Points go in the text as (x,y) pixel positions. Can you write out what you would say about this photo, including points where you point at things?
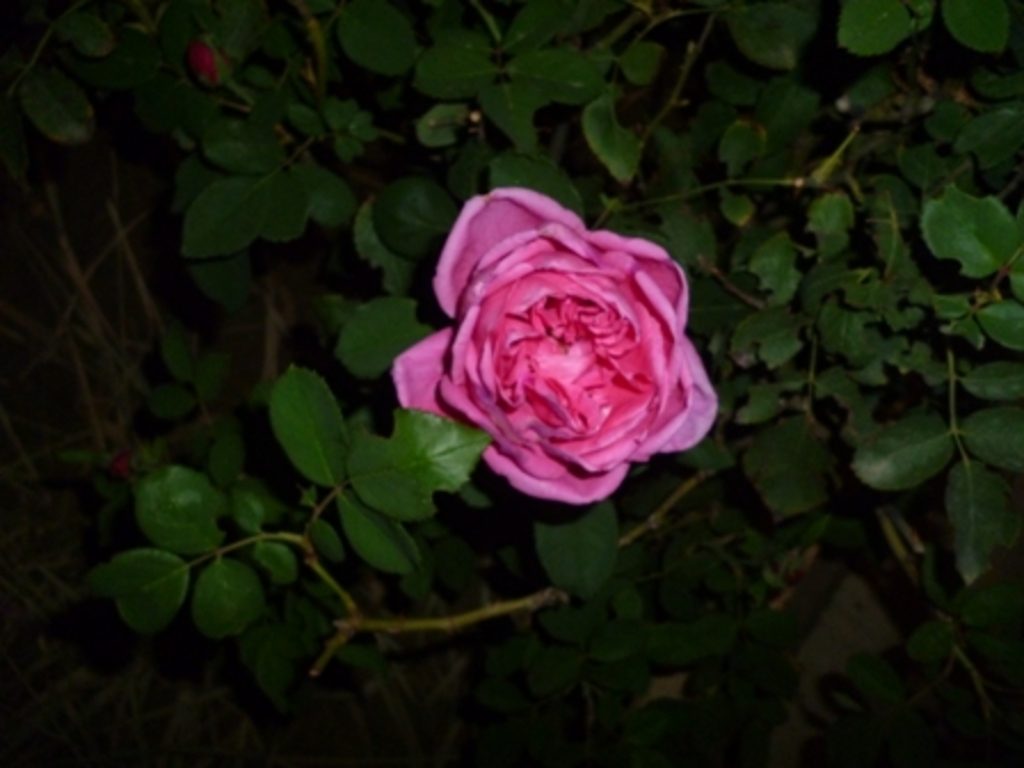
In this image we can able to see a pink rose (563,341) and a flower bud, and there are some plants (677,96) around it.
